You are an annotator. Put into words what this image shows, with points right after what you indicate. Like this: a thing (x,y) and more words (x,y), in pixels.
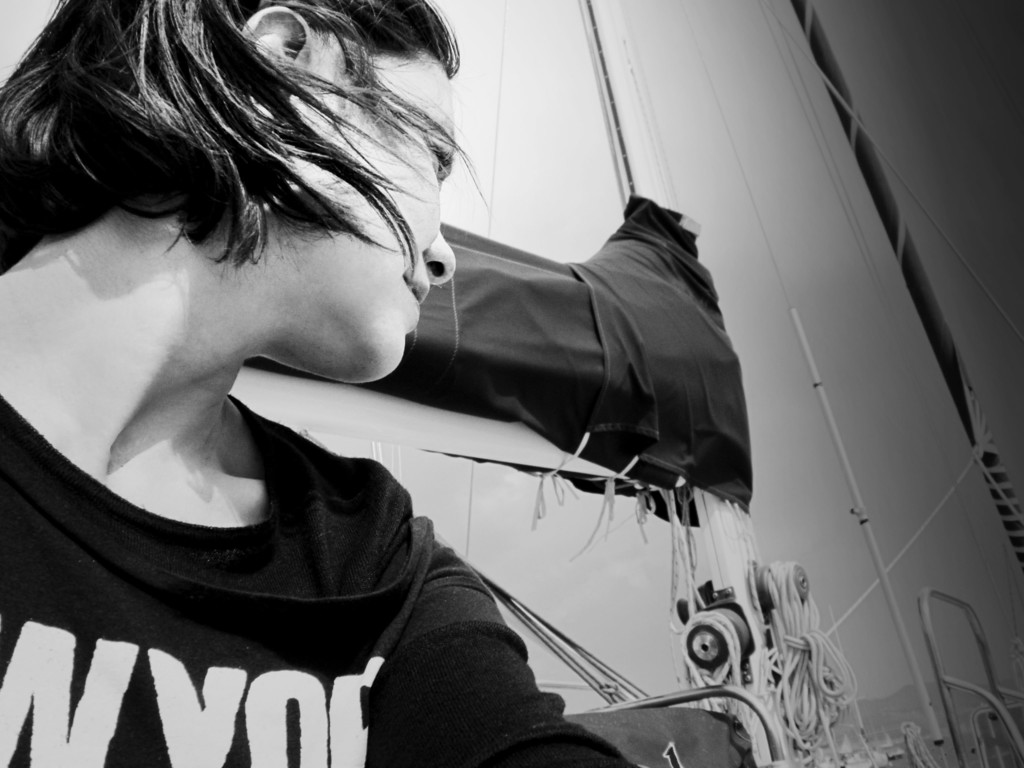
In this image we can see a woman (432,231) is on the boat (908,647), there are poles (904,629), ropes (787,629), and the cloth (702,431), also we can see the sky (584,123), and the picture is taken in black and white mode.
